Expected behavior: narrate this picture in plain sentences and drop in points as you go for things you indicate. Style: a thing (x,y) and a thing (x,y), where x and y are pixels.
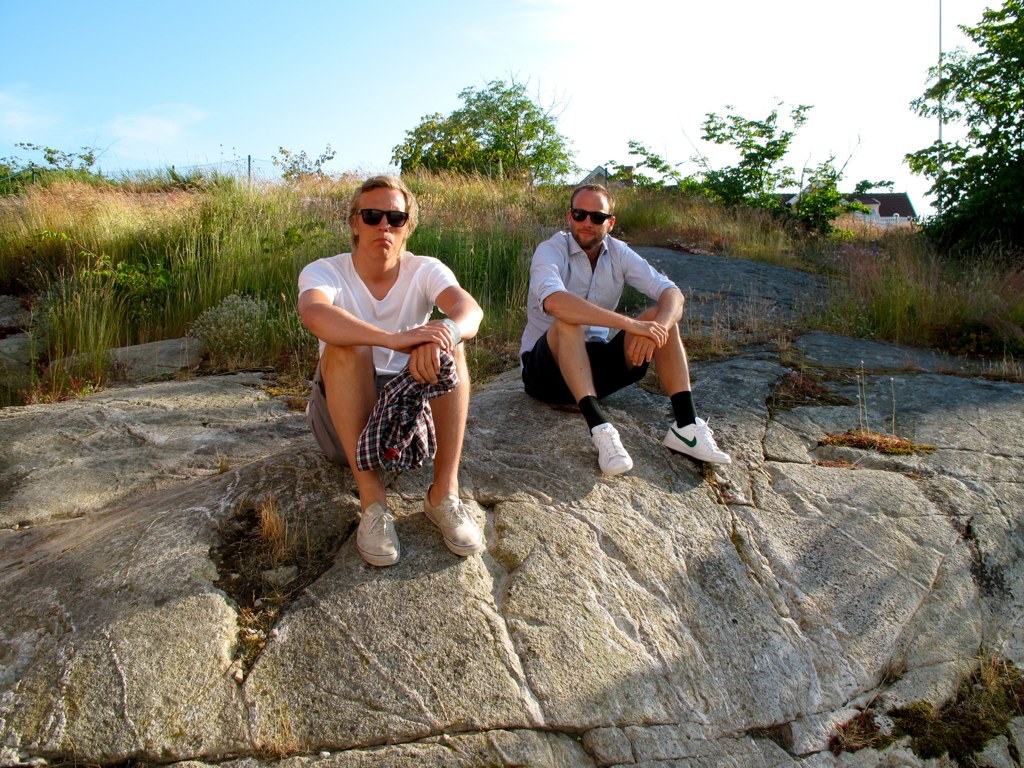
This image is taken outdoors. At the top of the image (113,96) there is the sky (354,49) with clouds (572,72). At the bottom of the image (338,683) there is a rock (785,508). In the middle of the image (365,310) two men (324,316) are sitting on the rock (372,589). In the background (151,271) there are many plants (351,196) and a few trees (963,205) on the ground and there is a ground (78,202) with grass (39,193) on it.
